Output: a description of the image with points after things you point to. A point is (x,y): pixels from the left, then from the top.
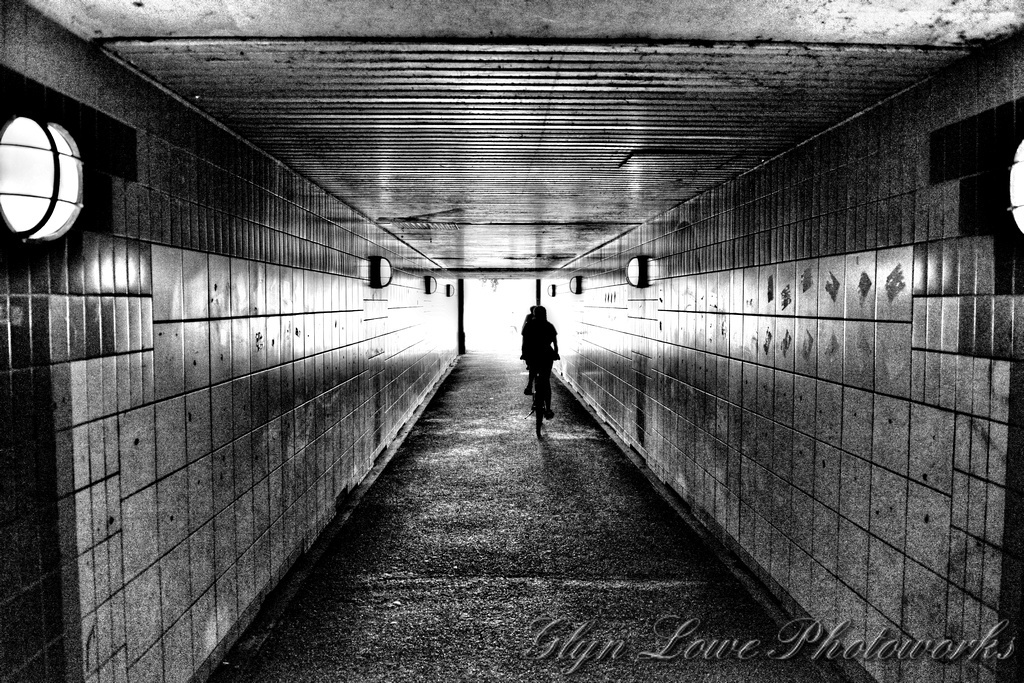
The image is in black and white, we can see there is a person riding a bicycle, there is a wall (852,311), there is a roof (764,56).
